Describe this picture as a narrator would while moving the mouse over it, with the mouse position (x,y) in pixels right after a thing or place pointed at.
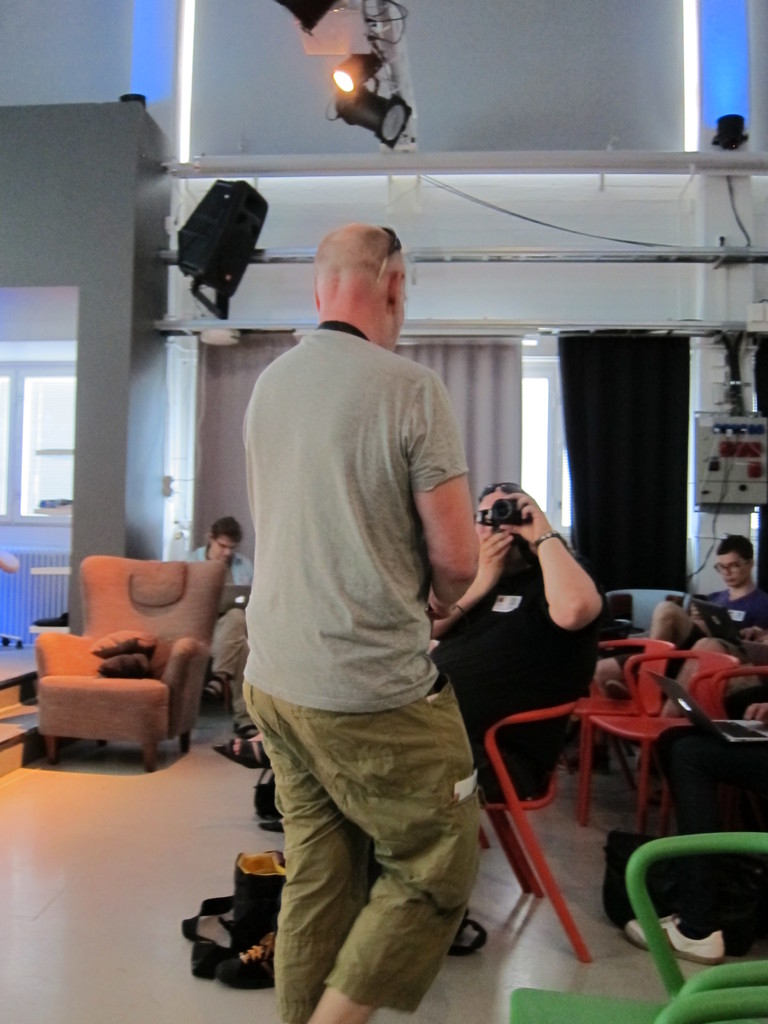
There is a man (343,574) standing in front of a man (482,674) who is sitting in the chair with a camera (509,520) posing for a picture. Behind them there are some curtains (203,538) and some of them are sitting in the chairs (741,671). To the left side (115,614) there is a sofa (87,617). There is a light (352,78) in the ceiling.
